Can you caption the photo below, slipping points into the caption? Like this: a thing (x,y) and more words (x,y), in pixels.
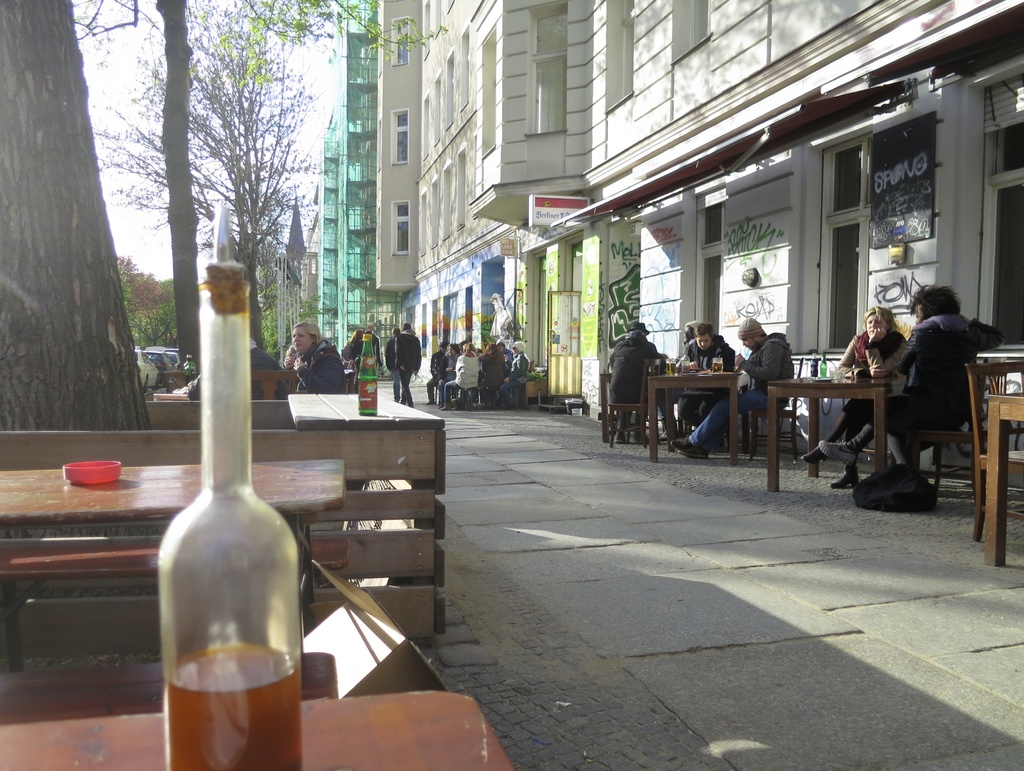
The picture is taken in the city (826,740). In the image there are group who are sitting on chair (975,409) in front of a table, on table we can see a bottle (251,661) with some liquid content (246,680), cap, jar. In middle of the image (397,357) there are group of people (407,365) walking on right side (770,186) there are buildings (834,186) in white color, hoardings (872,192). On left side (68,239) there are trees (59,132) with green leaves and sky (140,221) on top (135,243).
